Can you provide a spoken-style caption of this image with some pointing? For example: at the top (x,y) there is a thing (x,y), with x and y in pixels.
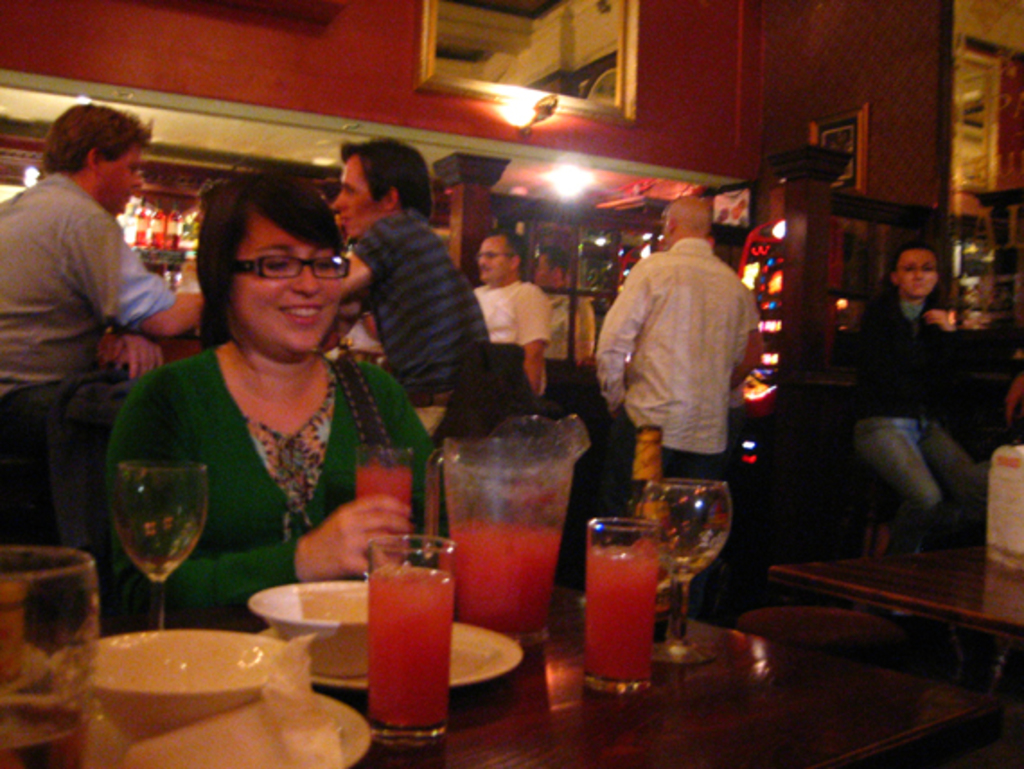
In the picture we can see a woman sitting on the chair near the table (367,709) on the table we can see some plates (457,632) and a jar of juice (457,457) and near it we can see some glasses of juice (381,710) and behind her we can see some people (495,316) are also standing near the desk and talking to each other and in the background (1012,177) we can see a wall (132,64) with light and photo frame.
